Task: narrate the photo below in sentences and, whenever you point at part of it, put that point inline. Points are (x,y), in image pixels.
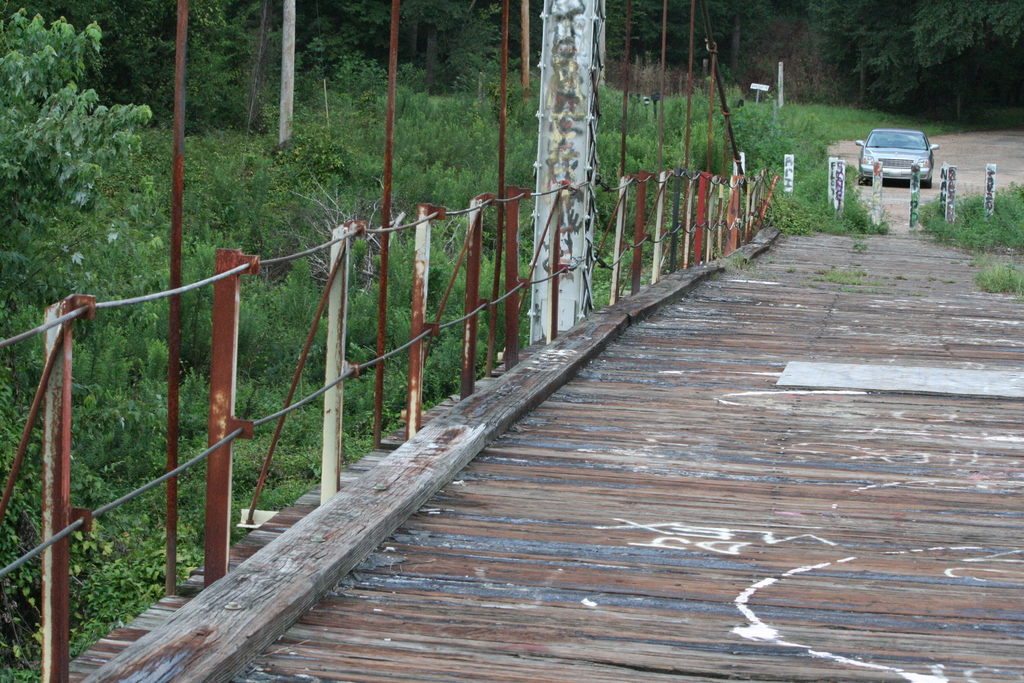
In this image, we can see a wooden bridge (735,350), we can see the railing (619,190). There are some plants (335,207) and trees (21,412). We can see a car (913,150).
